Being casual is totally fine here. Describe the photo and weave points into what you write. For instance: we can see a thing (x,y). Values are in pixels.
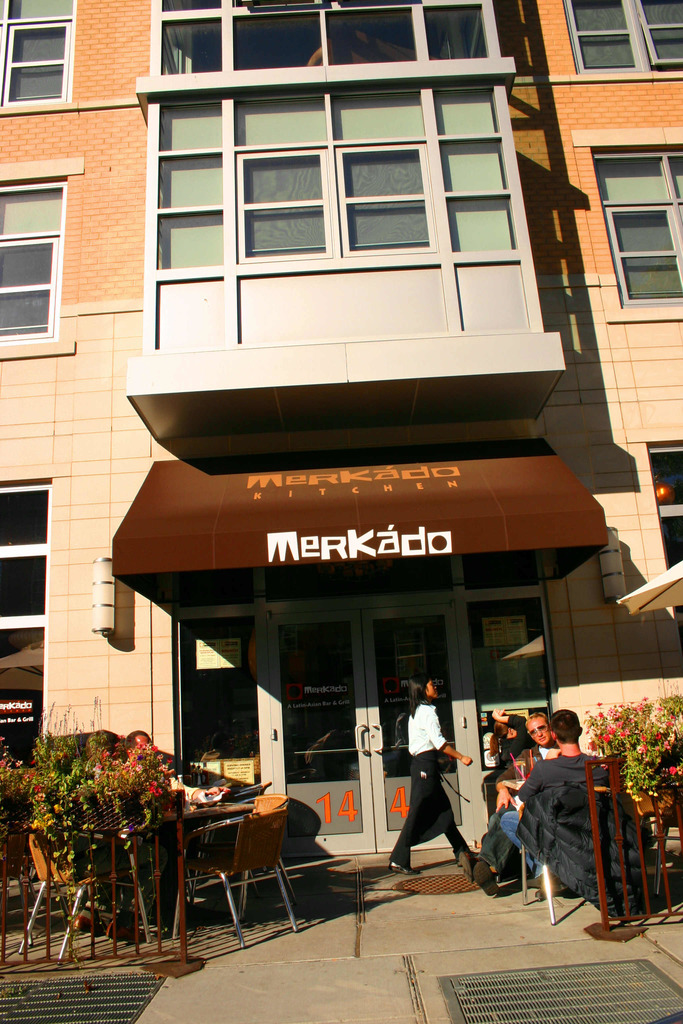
This image consist of building (63,378) and some persons (551,780). To the left (39,798), there are plants (72,860). To the right (516,743), there are three persons (566,777) sitting and one person (430,770) is walking. At the bottom (360,973), there is road (372,975). In the front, there are windows (4,246) and walls (576,251) to the building (481,376).
